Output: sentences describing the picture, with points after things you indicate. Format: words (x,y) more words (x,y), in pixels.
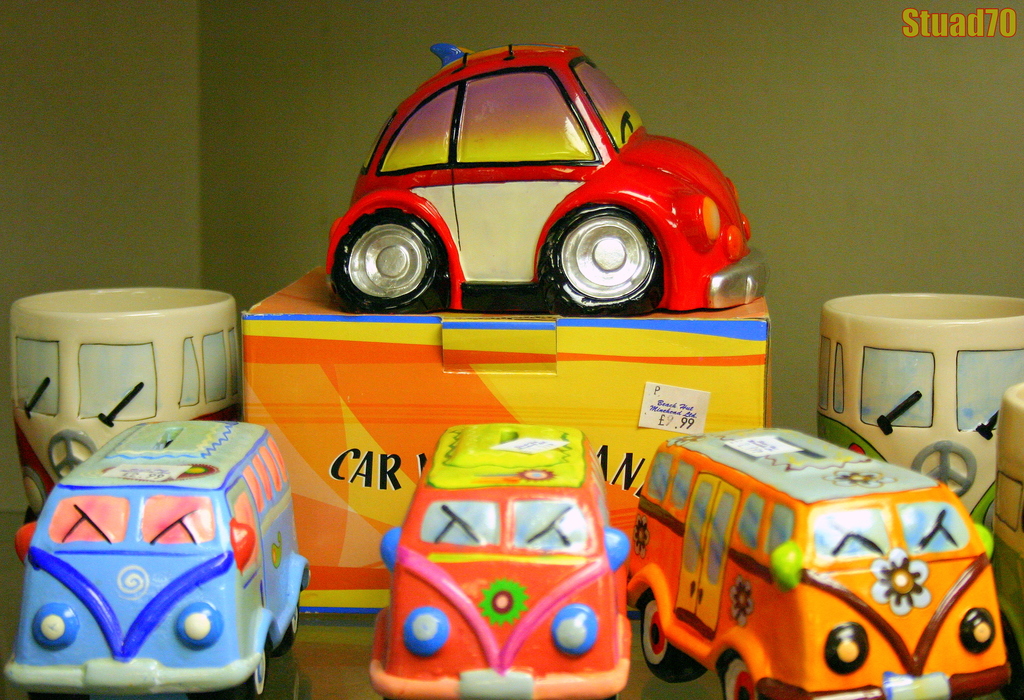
This picture shows few toys (845,676) and we see cars (942,489) on the table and we see a green wall (798,100) on the back (35,66).
